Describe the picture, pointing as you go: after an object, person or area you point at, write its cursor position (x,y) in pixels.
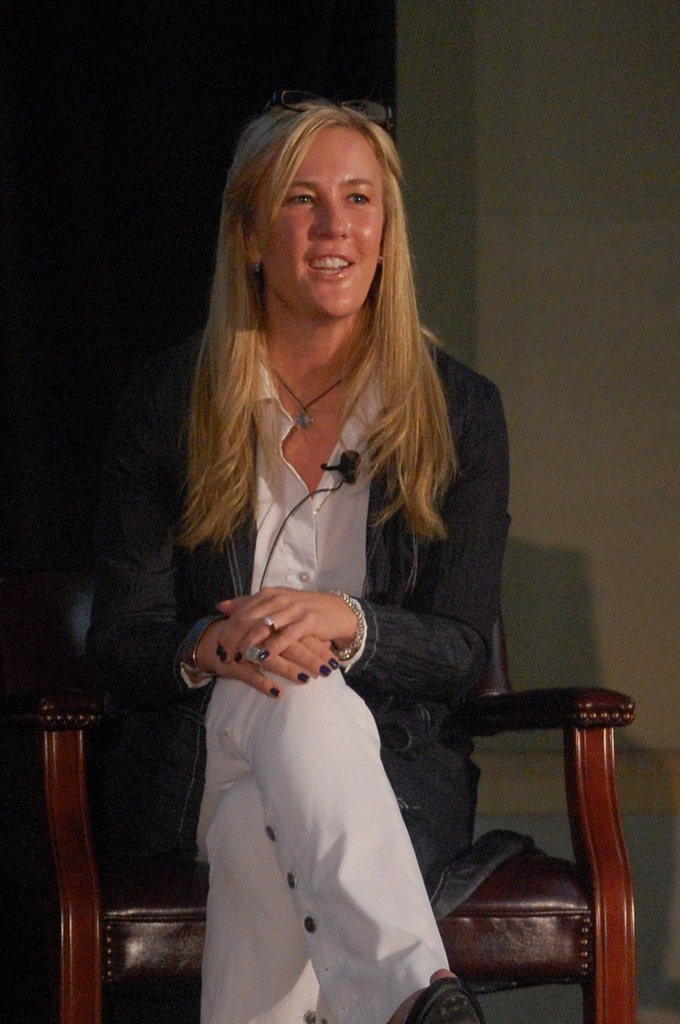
This image consists of a woman (261,569) sitting on the chair (483,727) having a smile (337,254) on her face (336,284) and wearing a goggle (374,119) on her head (349,116). The background wall (419,128) is gray in color. The left background (337,29) is dark in color. This image is taken inside a room (539,60).
